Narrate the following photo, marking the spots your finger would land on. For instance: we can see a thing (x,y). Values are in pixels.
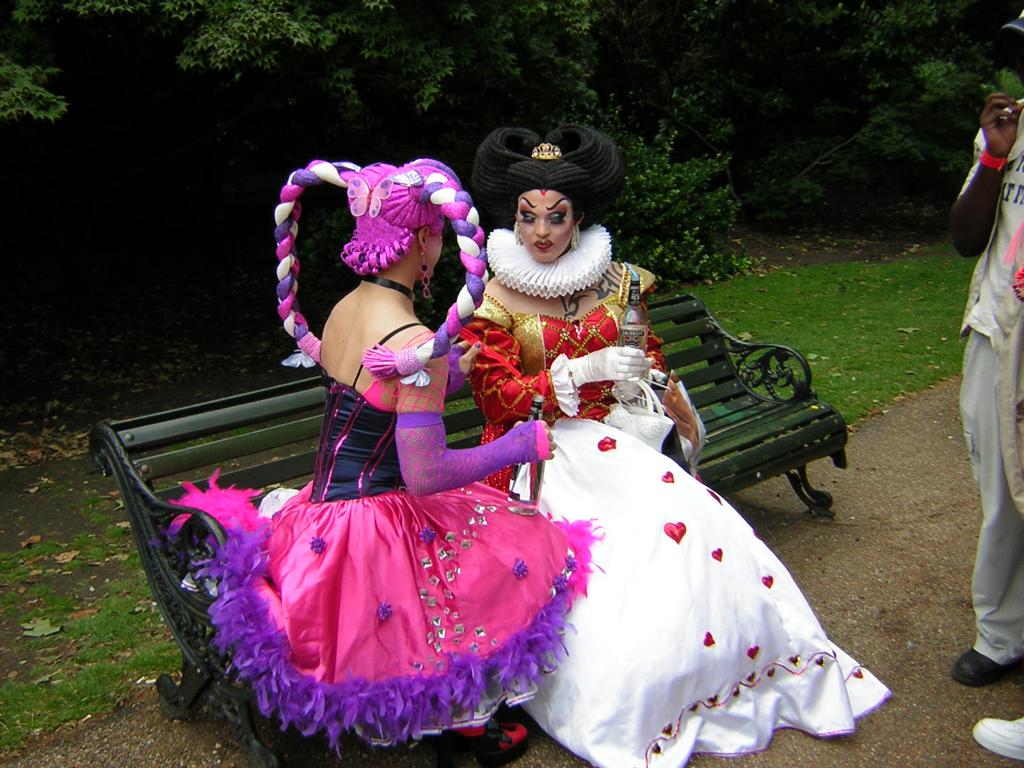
In the center of the image (413,368) we can see two women (532,519) sitting on the bench (213,699). On the right side of the image (1019,309) we can see a man (1004,478) standing on the road (941,597). In the background (776,88) there are trees (162,127), plants (708,165) and grass (810,280).
